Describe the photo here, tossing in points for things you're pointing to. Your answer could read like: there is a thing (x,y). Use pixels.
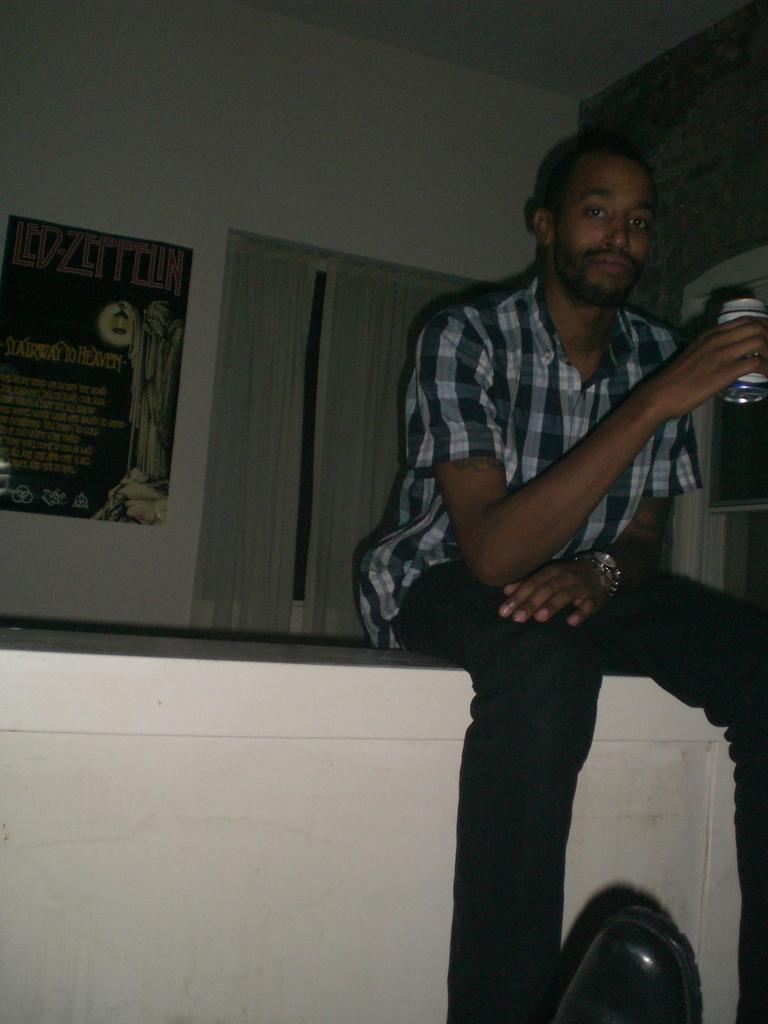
On the right side of the image (563,463) we can see a man (616,497), he is sitting and he is holding a tin (729,381), behind him we can see a poster (123,425) on the wall (131,527).
